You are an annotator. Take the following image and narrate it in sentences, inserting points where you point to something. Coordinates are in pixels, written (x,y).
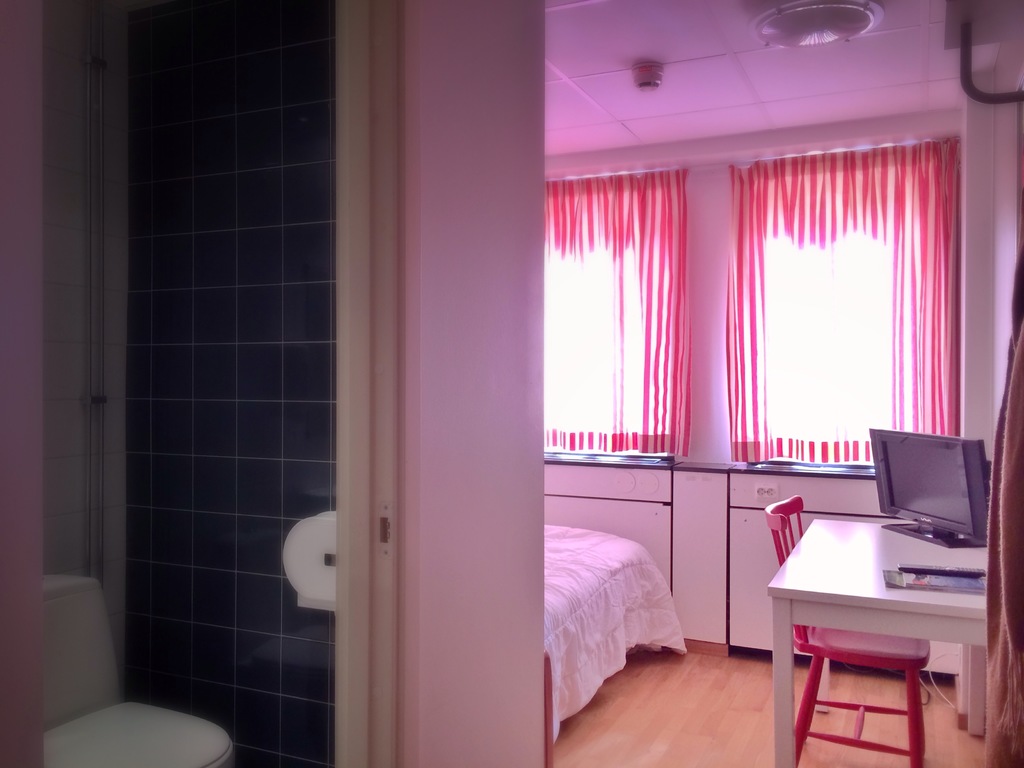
In this image I can see a toilet seat (140,708), the black colored wall (224,308), the white colored wall (457,285), the ceiling (682,74), a white colored table (826,555) with a monitor (916,485) on it, a red colored chair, a bed (586,547), the ceiling (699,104), few windows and the curtain (820,212) which is red and white in color.
